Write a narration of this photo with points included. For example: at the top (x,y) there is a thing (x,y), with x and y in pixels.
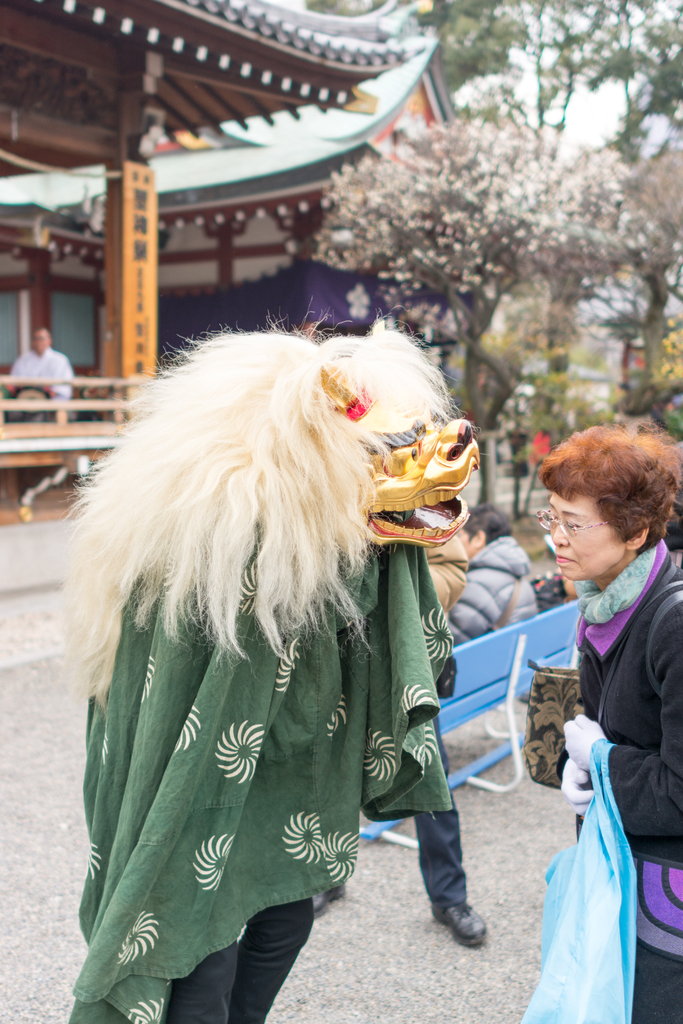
In the foreground of the image (196,609) there is a person (202,563) wearing a costume (347,452). To the right side of the image (643,515) there is a lady (639,855) holding a bag (595,1000). In the background of the image (460,233) there are trees (493,228), house (272,57), benches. At the bottom of the image (364,1002) there is road (43,971).
